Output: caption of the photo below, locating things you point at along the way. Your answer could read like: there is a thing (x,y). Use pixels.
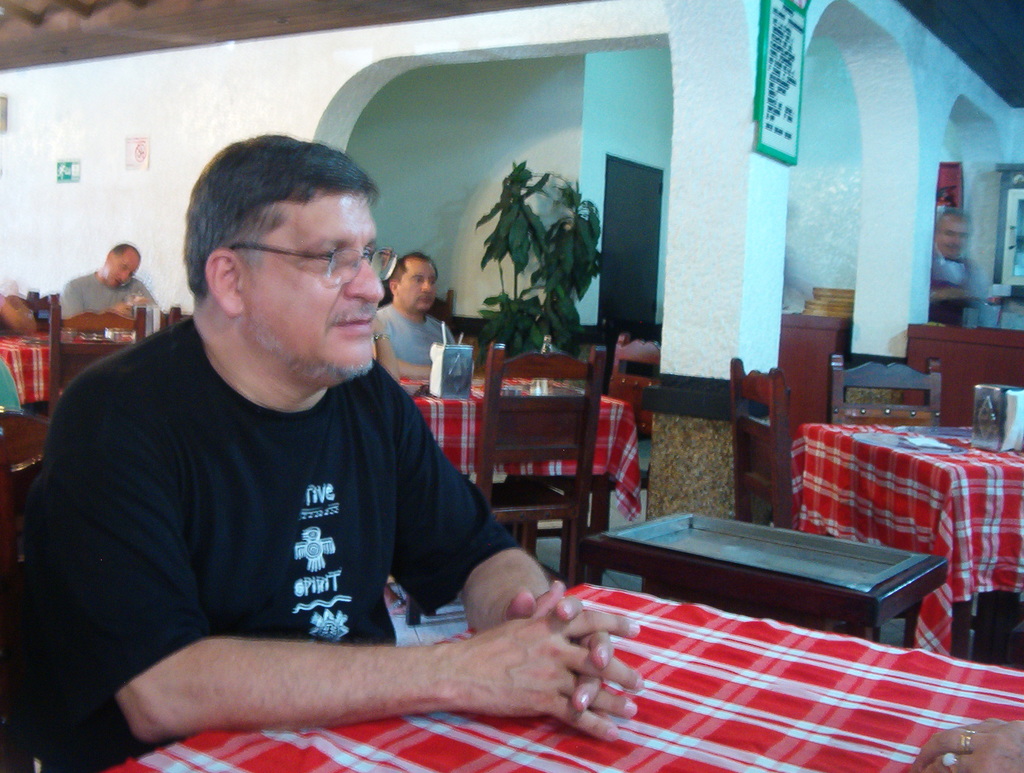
In this picture there are group of people (146,495) sitting and there are tables (857,464) and chairs (591,357) and there are objects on the tables (290,758). At the back (586,285) there is a plant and there is a door (611,364) and there are boards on the wall (682,109) and there is text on the boards (796,110) and there is a man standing at the wall (810,106). At the bottom (434,626) there is a floor (426,639).
